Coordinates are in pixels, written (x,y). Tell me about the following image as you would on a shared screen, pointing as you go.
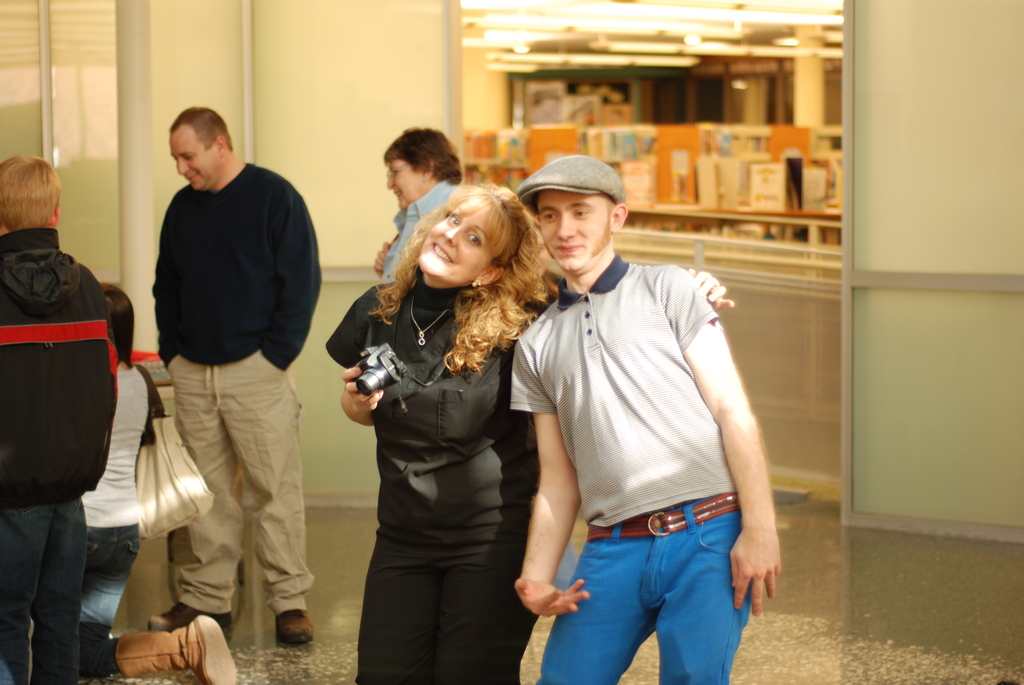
In this picture we can see a group of people (185,422) are standing on the floor (335,642) and a woman (128,641) is in squat position and the woman (433,517) in the black dress (421,433) is holding a camera (372,362). Behind the people (275,252) there is a wall (274,111) and there are ceiling lights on the top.
